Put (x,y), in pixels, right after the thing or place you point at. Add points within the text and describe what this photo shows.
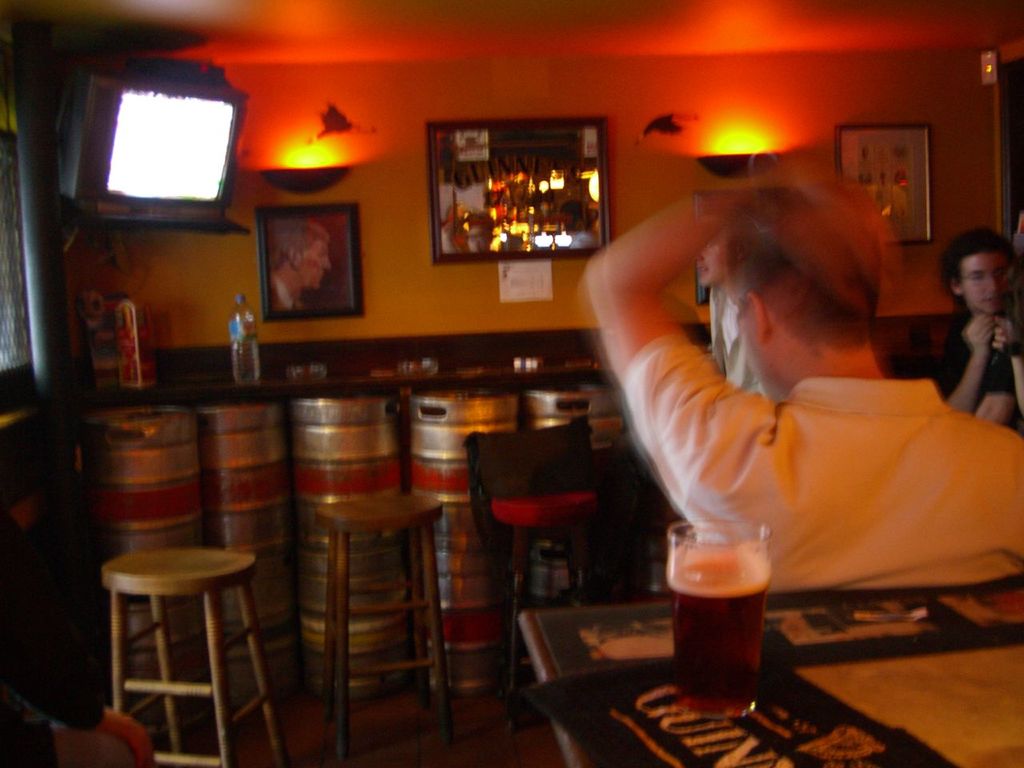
This picture is a man (965,294) and there is some glass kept on the table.
